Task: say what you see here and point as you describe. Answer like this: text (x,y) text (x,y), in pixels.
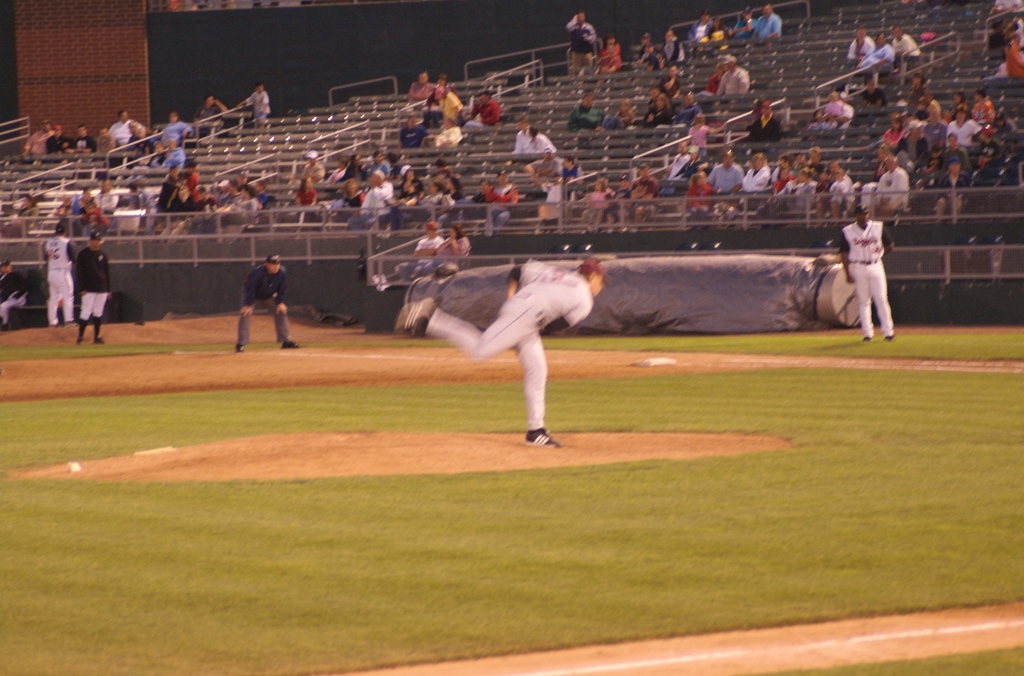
This picture might be taken in a stadium (502,152), and in this image in the center (553,288) there is one man (521,312) who is throwing a ball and in the background (173,183) there are some people (377,183) who are sitting and watching the game. At the bottom (371,563) there is grass (836,574), and in the background (248,92) there is a wall (188,27).
